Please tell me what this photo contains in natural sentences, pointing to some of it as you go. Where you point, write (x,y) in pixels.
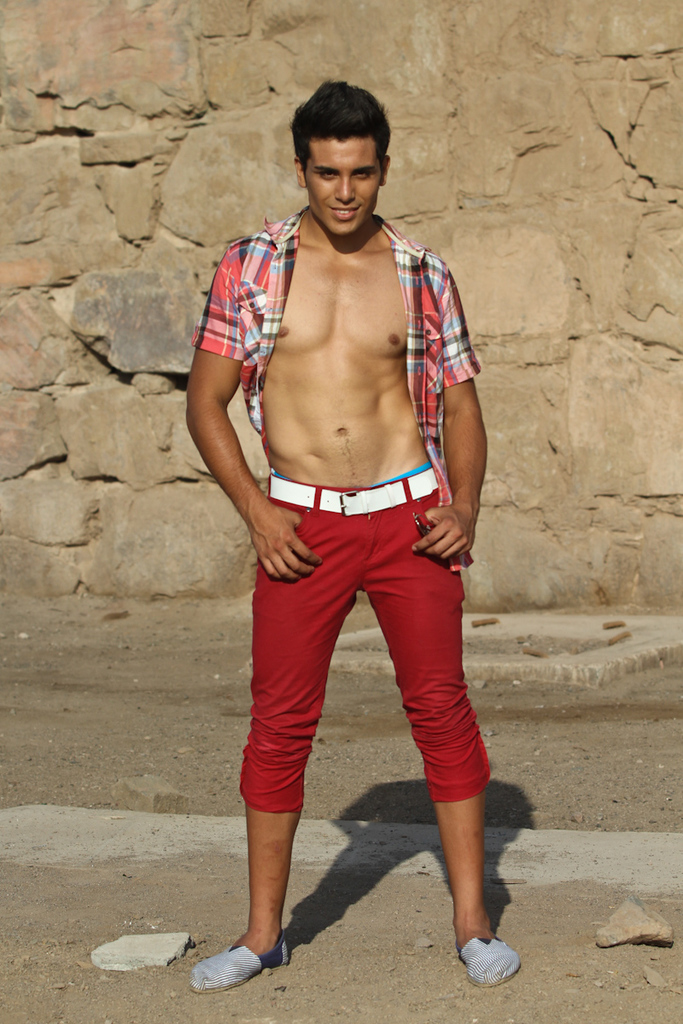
In the picture we can see a man (434,510) standing on the path (623,705) and he is in a red color trouser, a white belt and he is holding his trouser pockets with hands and he is wearing a check shirt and which the buttons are opened and showing his ABS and in the background (523,289) we can see a rock wall (583,464).
